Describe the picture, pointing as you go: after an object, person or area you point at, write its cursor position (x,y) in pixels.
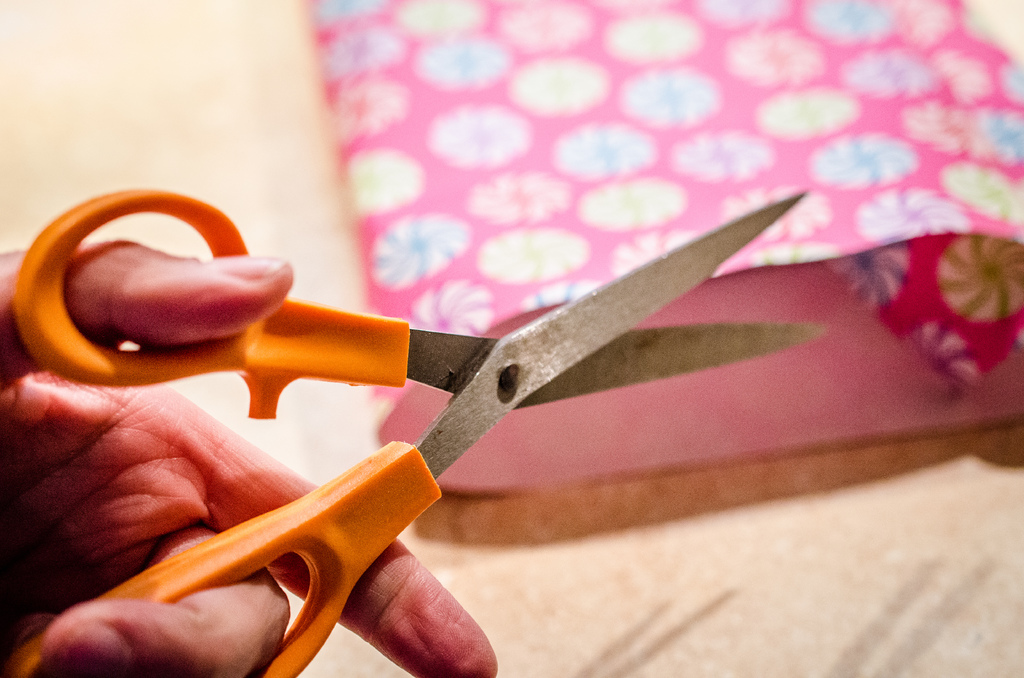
In this image I can see scissors (335,494) which are orange in color and a person's hand (129,398) holding the scissors (95,343). I can see the cream colored surface (168,84) on which I can see the pink colored paper (438,138).
